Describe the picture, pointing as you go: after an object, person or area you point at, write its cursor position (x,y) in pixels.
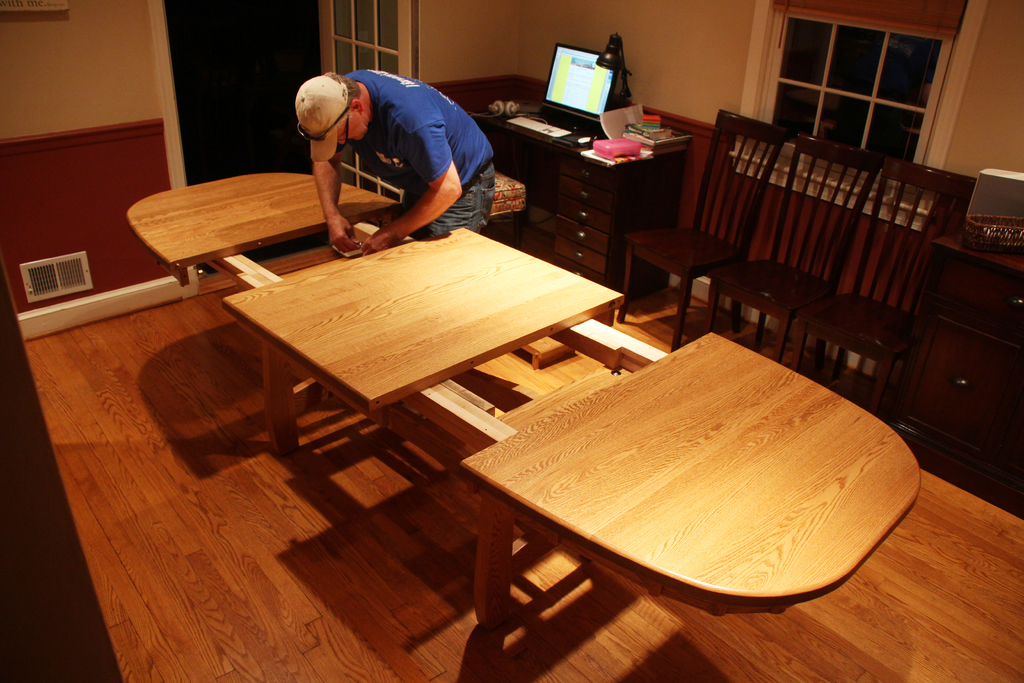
In this picture there is a man (422,97) wearing blue color t-shirt (444,145) is repairing the dining table (435,256). Behind there is a table desk (575,256) and a computer (555,116) is placed on it. Beside there are some wooden chairs (882,314). Behind there is a wall (706,60) and a window (860,86). In the background (125,118) we can see the wall (68,120) and door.
